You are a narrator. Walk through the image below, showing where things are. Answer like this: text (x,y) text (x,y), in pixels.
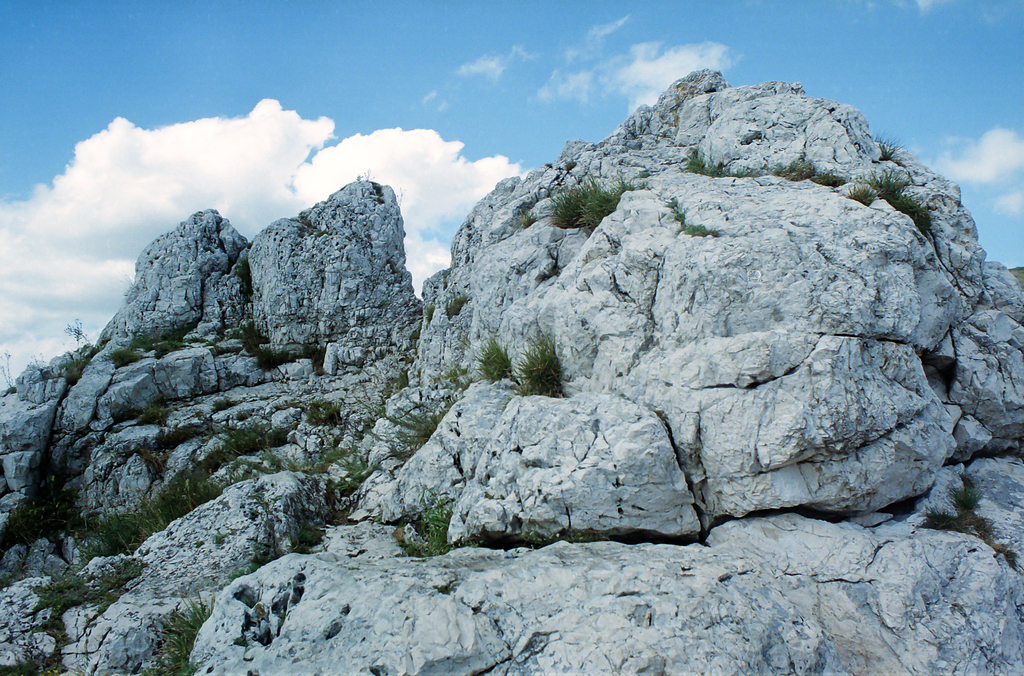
In this picture I can see there is a mountain (571,367) and there is some grass (498,353) on the mountain (654,377). The sky (675,76) is cloudy.
